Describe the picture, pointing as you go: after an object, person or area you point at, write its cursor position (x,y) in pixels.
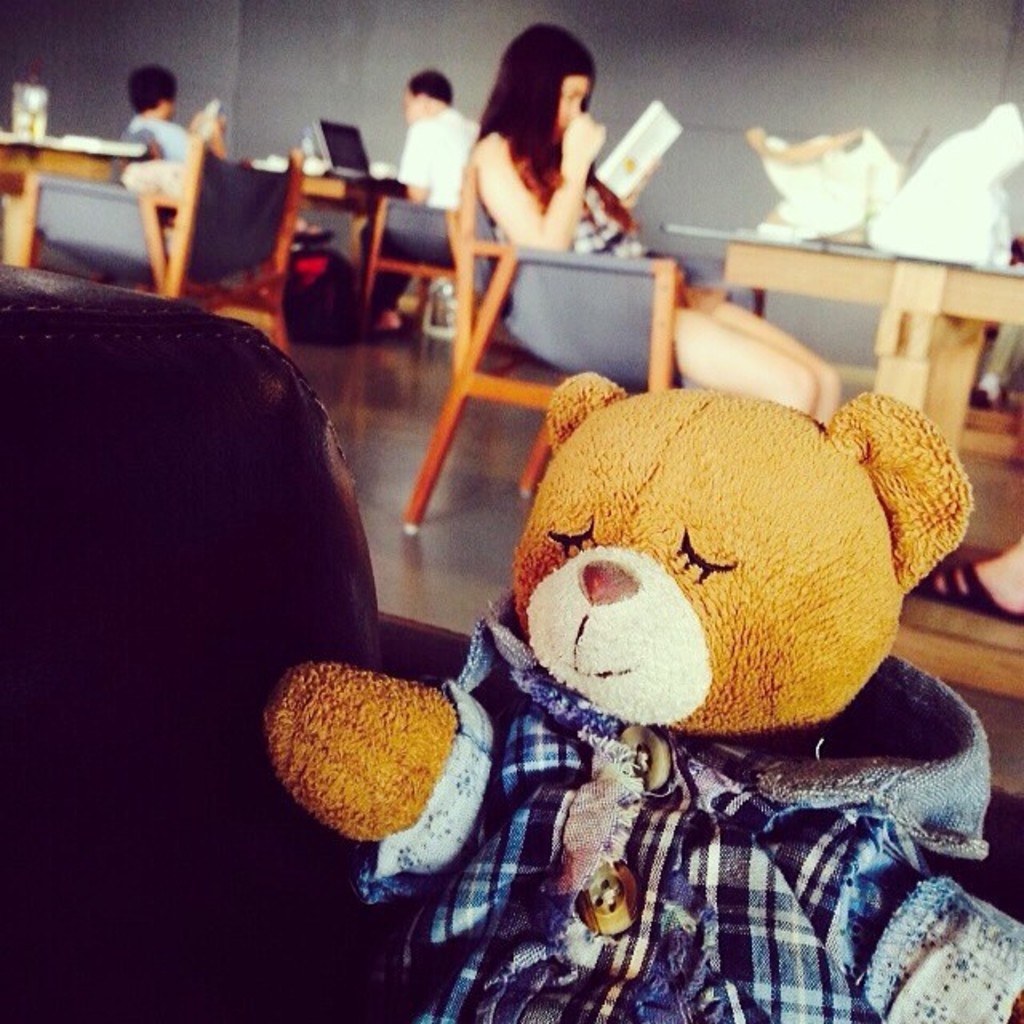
In this image on the foreground (418,714) there is a teddy (519,742). In the background (388,301) few people (512,185) are sitting on chairs (471,364). There are chairs (454,263) and table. On the tables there are bags (797,199), laptop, few other things (314,156) are there. In the background (602,35) there is wall (668,36).
